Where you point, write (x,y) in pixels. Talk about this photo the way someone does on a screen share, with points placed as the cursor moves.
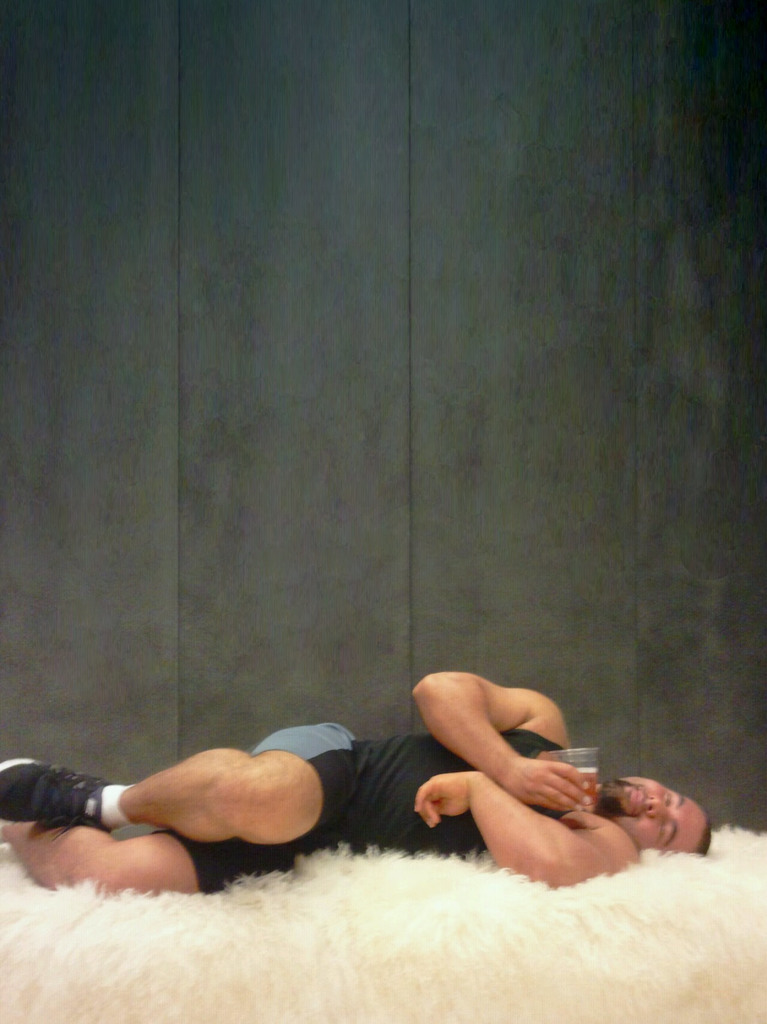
In this image there is a man (345,829) sleeping on a bed (311,902). He is holding a glass (576,766) in the hand (562,776). Behind him there is wall (241,476). At the bottom (298,931) there is the fur (244,922).
